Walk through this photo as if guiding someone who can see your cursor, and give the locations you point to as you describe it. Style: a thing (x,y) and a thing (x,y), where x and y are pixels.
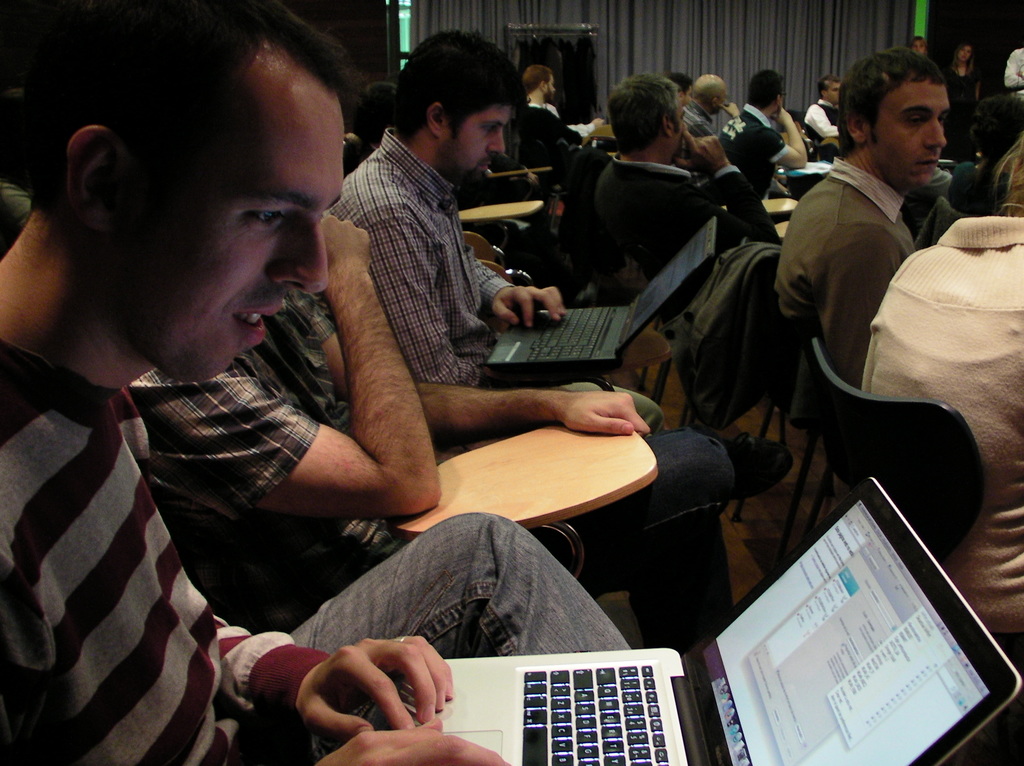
Here we can see group of people (868,201) sitting on the chairs (638,268). These two persons (494,319) are looking into laptops (758,743). In the background (723,40) we can see curtains (745,24).
